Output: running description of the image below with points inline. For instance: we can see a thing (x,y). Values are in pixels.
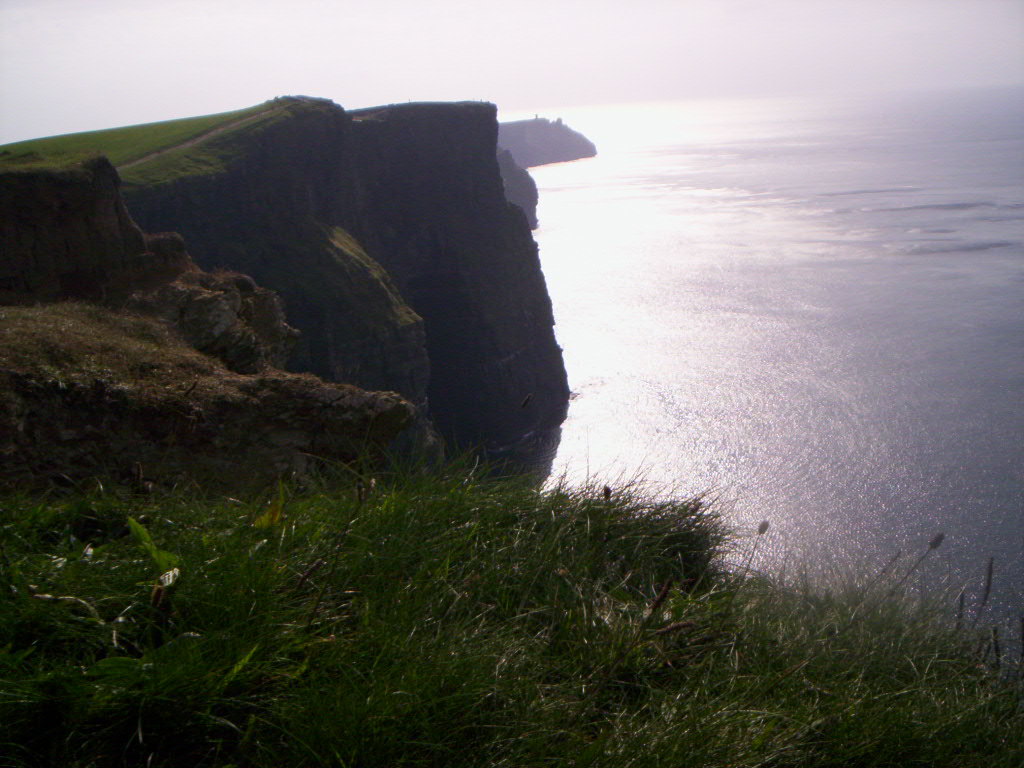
In this image we can see hills (253,286), grass (181,170), plants (139,545), water (716,373) and sky (408,70).
